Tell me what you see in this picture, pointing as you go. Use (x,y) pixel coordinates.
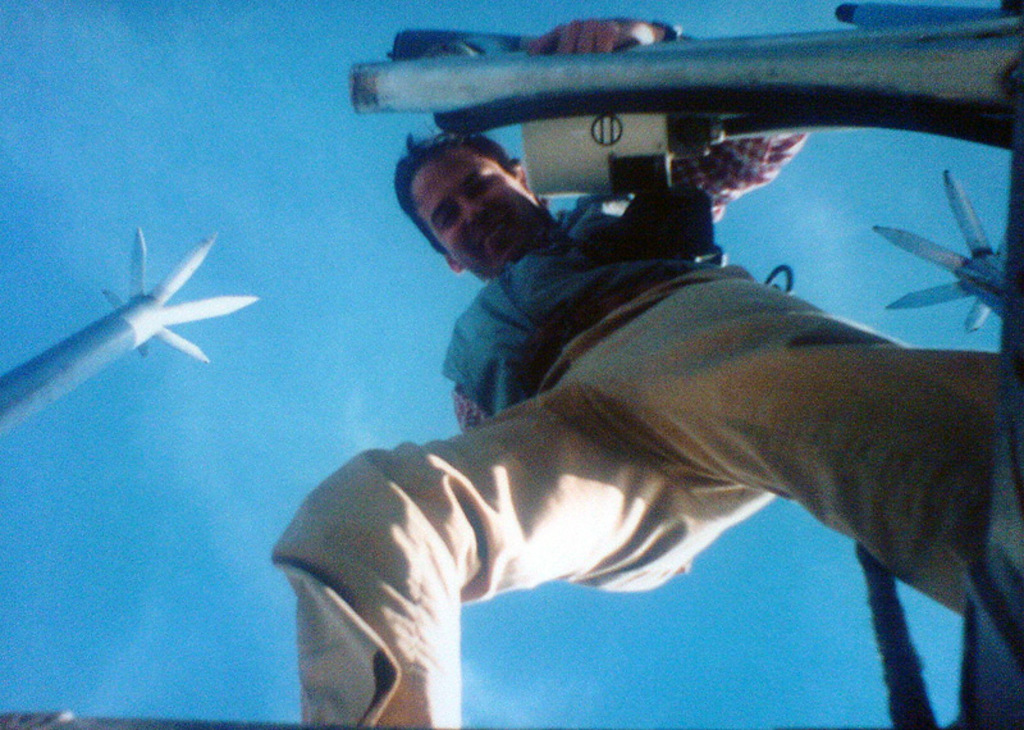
In this picture there is a man (553,455) standing and smiling and there are poles (110,327) and the sky (324,327) is cloudy and the man (600,317) is holding an object (591,157) which is white in colour.
